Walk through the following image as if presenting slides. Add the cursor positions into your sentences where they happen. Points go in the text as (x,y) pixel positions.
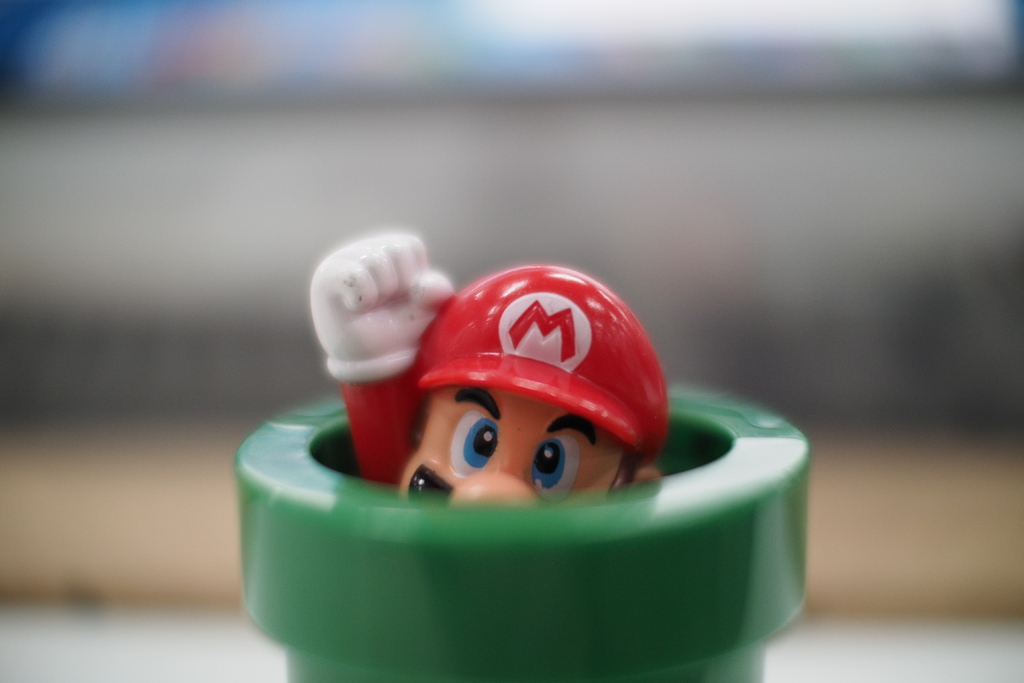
In this picture we can see a toy (627,316) and blurry background (739,195).
